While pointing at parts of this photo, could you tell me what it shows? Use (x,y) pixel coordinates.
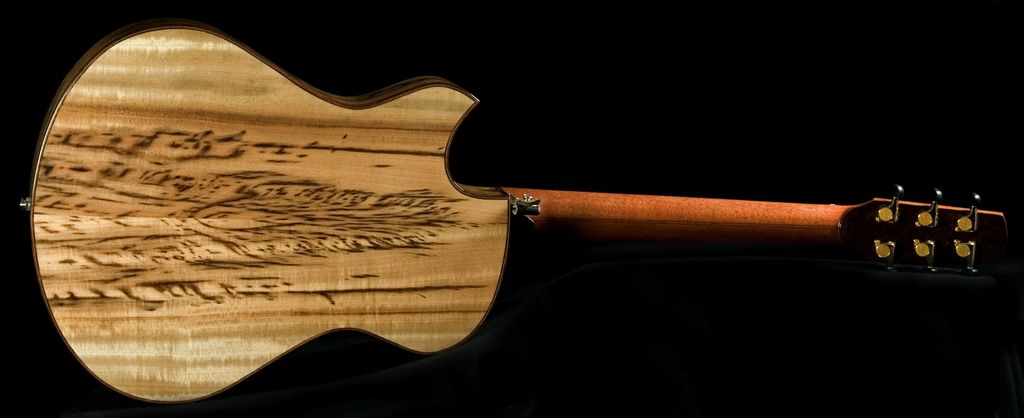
In this picture there is a guitar (412,217).
